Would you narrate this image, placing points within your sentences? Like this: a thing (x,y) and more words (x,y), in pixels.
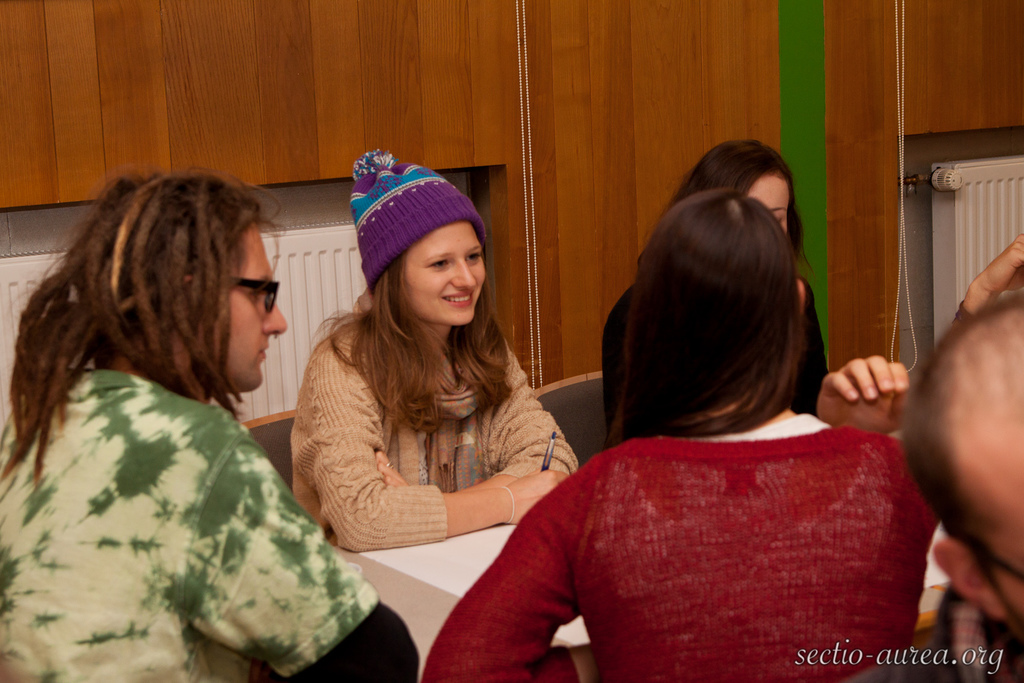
In this picture there are group of people (587,503) sitting and there is a woman (465,225) sitting and smiling and she is holding the pen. At the back (585,295) there are objects (331,293) and there is a wall (696,76). At the bottom right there is text (997,648).
